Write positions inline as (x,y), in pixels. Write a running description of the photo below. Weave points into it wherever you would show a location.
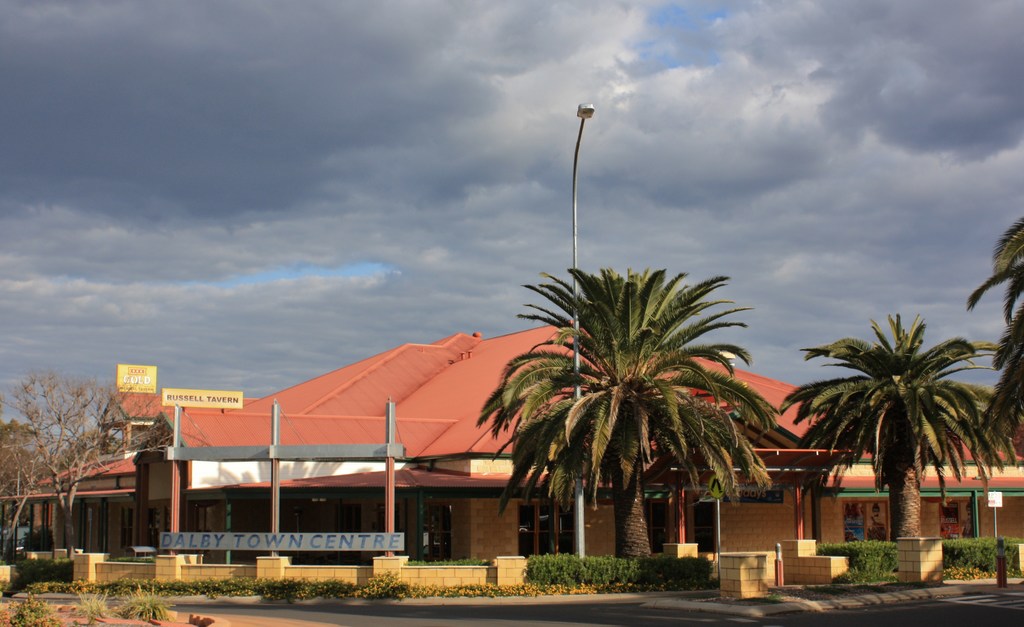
In this image we can see the road (927,606), name boards (169,549), the wall (367,577), shrubs (201,585), trees (747,452), light pole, house (476,437) and the cloudy sky (767,245) in the background (515,237).
